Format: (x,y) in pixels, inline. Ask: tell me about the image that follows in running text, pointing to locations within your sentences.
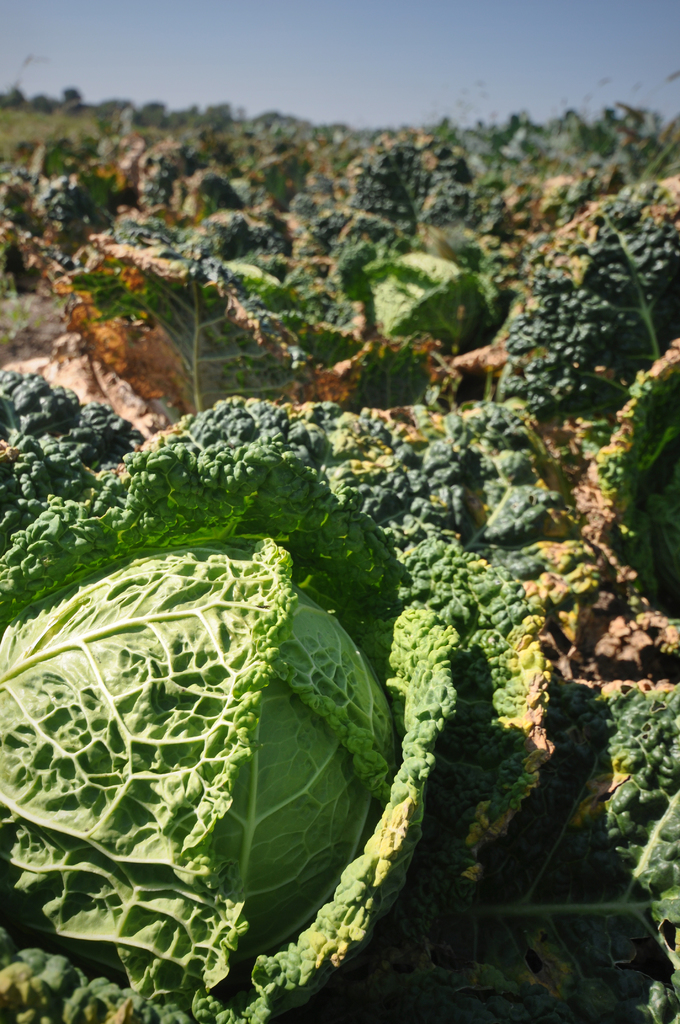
This picture shows cabbages (294,329) and its leaves (331,295) and we see trees (97,110) and a clear Sky (255,85).
